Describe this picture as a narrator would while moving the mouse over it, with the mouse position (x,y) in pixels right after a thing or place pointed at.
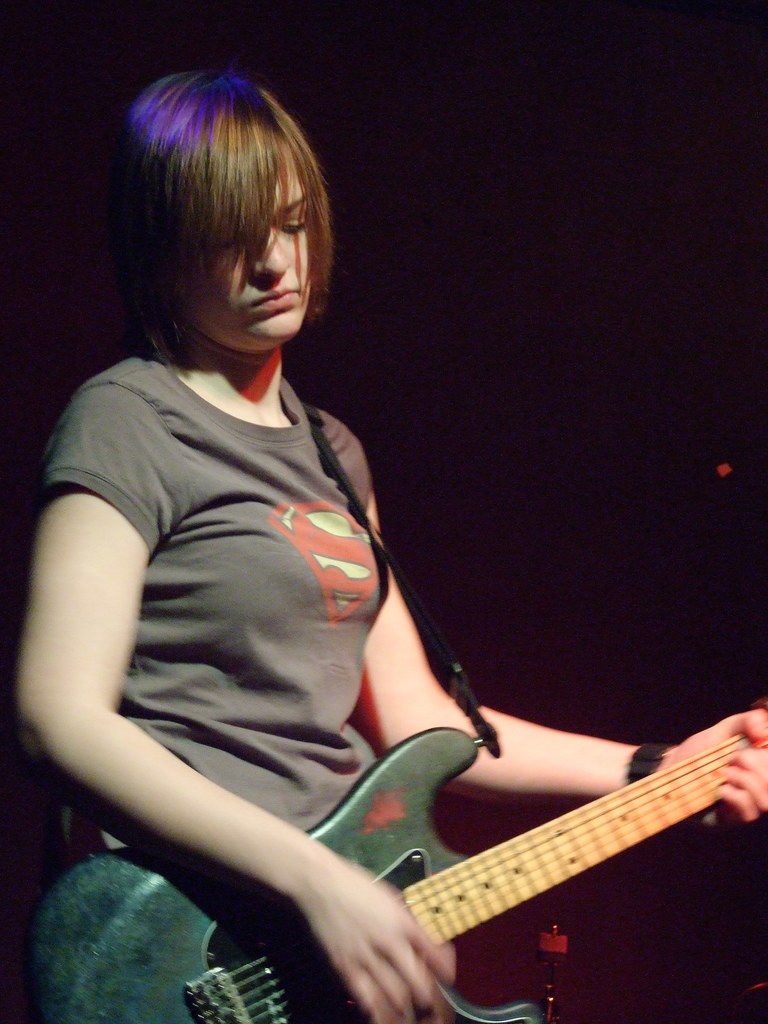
This picture shows a woman (572,754) standing and playing guitar (43,902).
